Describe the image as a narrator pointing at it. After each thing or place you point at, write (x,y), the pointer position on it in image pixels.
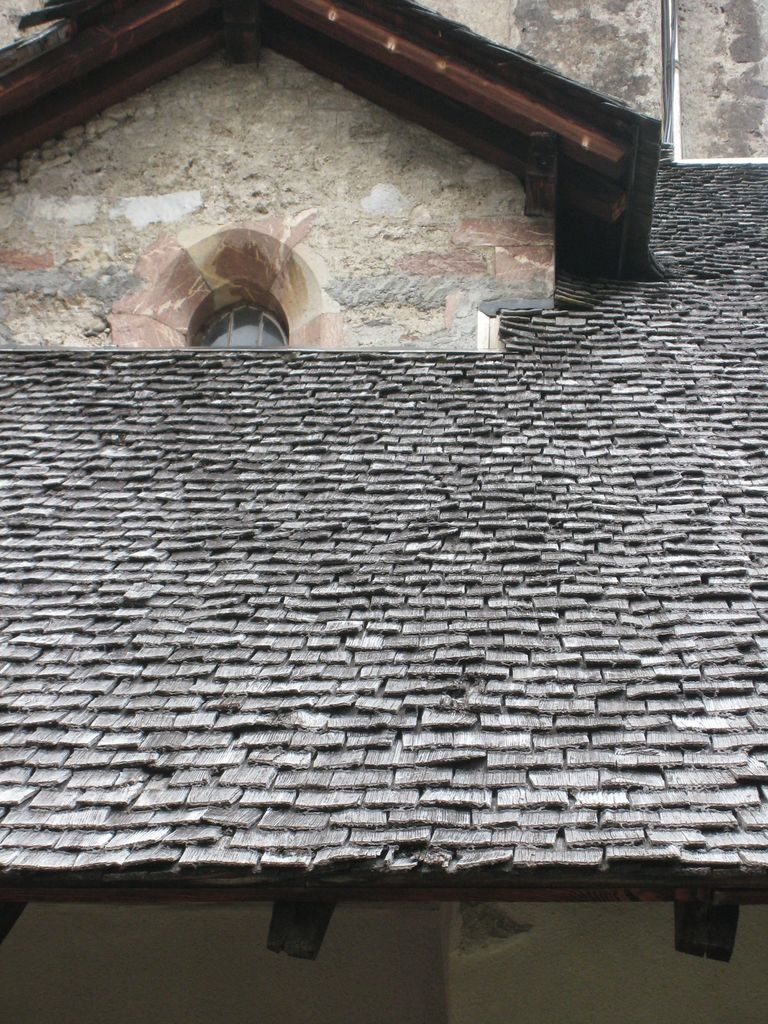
In this image I can see the roof (426,538) of a house (264,711). On the left side (248,322) there is a window (231,335). At the bottom (310,988), I can see the wall (344,956).
